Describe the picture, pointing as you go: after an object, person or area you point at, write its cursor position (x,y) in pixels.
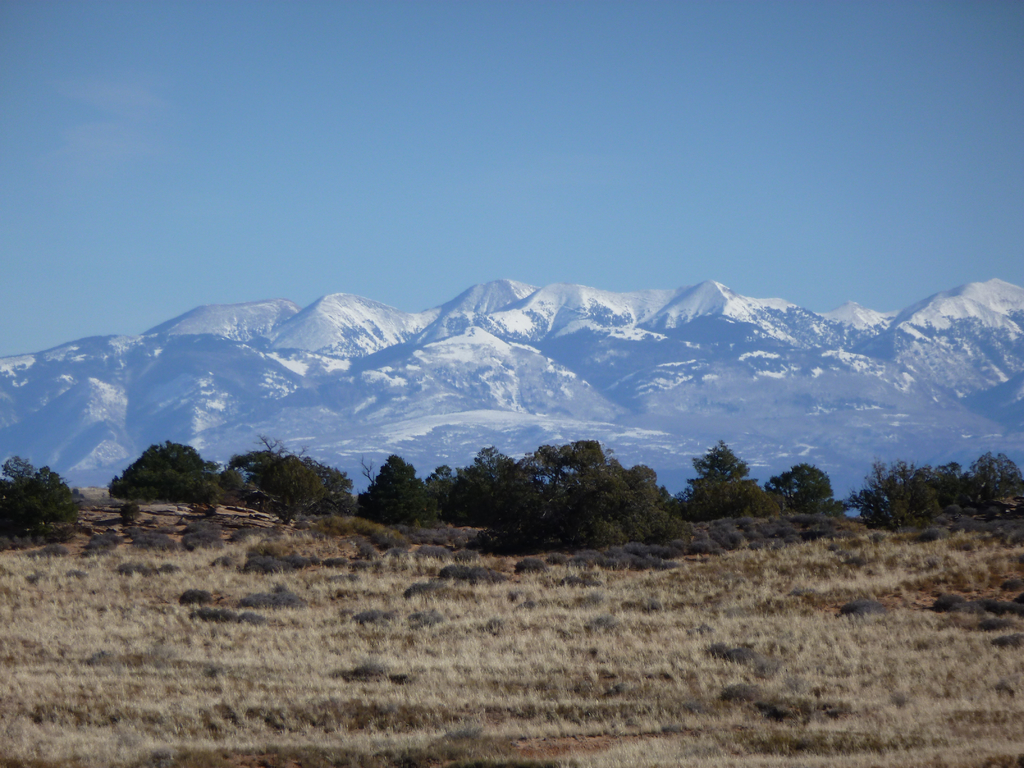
In this image there is the sky (400,174) towards the top of the image (504,153), there are mountains (409,378), there are trees (594,442), there is ground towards the bottom of the image (504,697), there is grass (428,690), there are plants (269,602) on the ground (540,659).
